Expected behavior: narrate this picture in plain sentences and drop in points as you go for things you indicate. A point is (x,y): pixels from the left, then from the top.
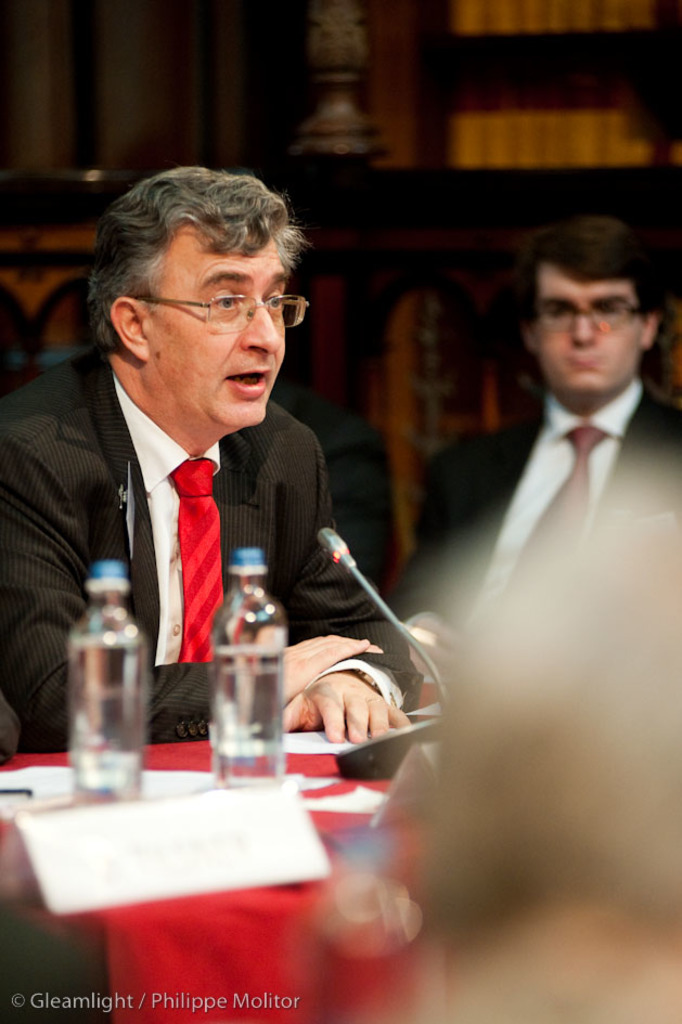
I think this picture is inside the room (276,163). There are two persons (166,351) in the image, the person (124,408) with black suit (118,538) and red tie (219,579) is sitting and talking, the other person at the back (556,250) is sitting and listening. There are bottles (268,665), microphone (335,533), papers (317,736) on the table (194,902), table (216,861) is covered with red color cloth (290,758).
